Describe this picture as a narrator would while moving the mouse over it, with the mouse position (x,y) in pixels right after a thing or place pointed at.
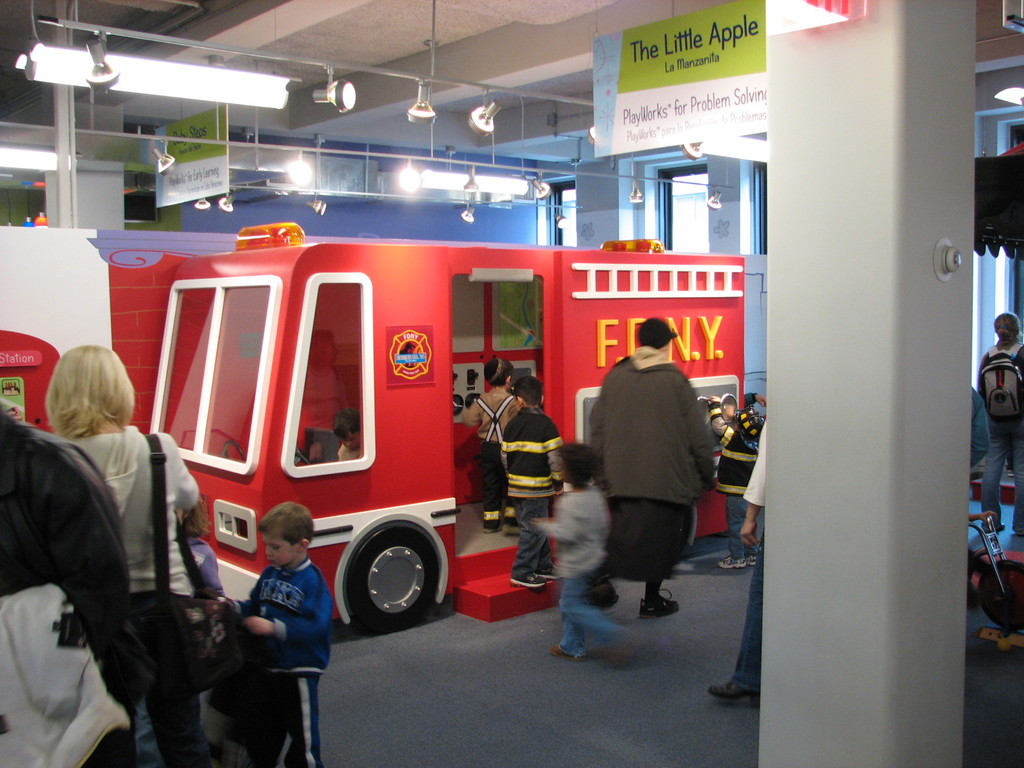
In this image we can see many people (710,477). Some are wearing bags (177,623). Also there is a pillar (789,592). And there is a toy vehicle (440,364). Also there are boards (660,46) with text (660,46). On the ceiling (353,113) there are lights (274,77). Also there are glass walls (690,174).
